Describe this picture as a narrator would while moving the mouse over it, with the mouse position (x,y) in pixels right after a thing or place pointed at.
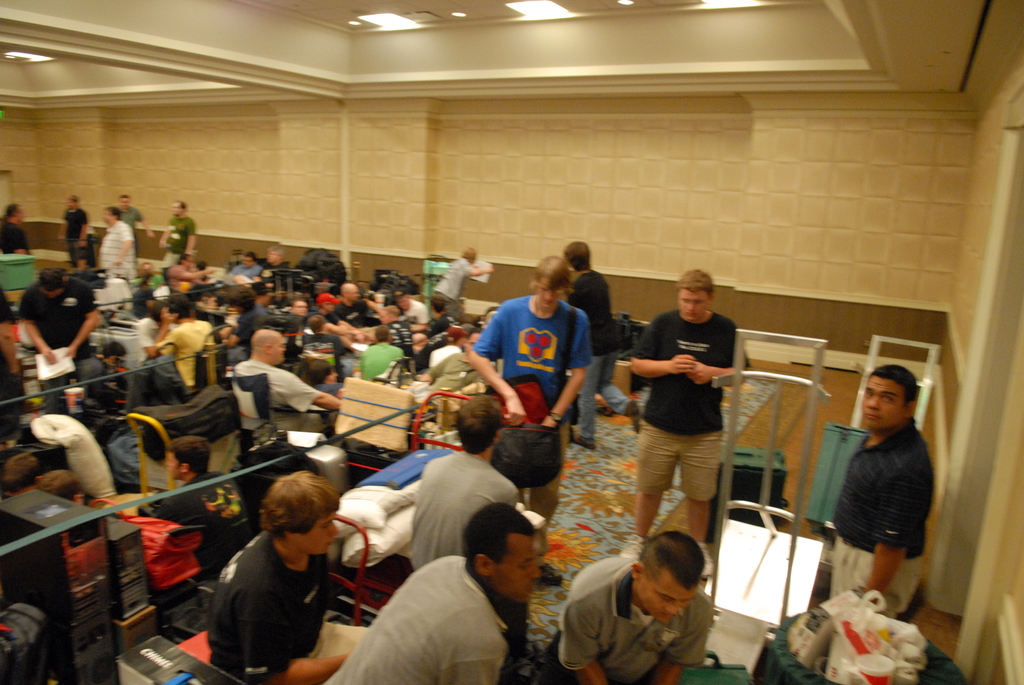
In this image I can see group of people (639,598), some are sitting and some are standing. In front (557,351) the person (567,359) is wearing blue and cream color dress (575,360). In the background (608,36) I can see few lights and the wall (531,157) is in cream color.
